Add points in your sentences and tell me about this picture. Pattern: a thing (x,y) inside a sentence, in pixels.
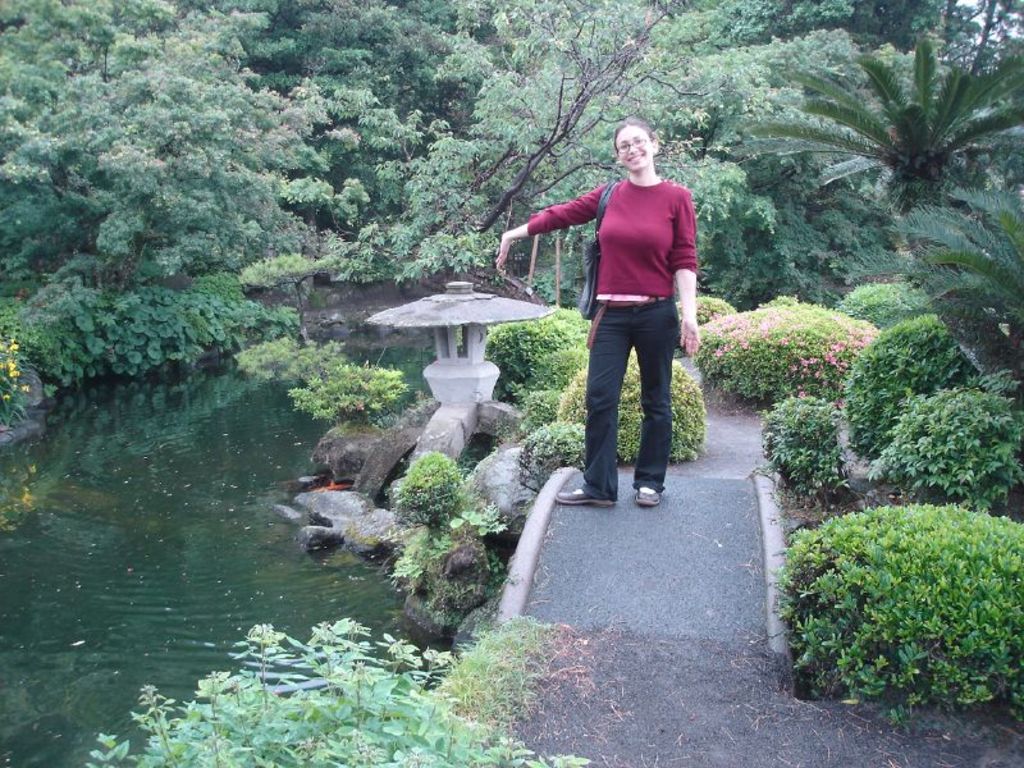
The woman (656,248) in the center of the picture (681,268) wearing a maroon t-shirt (618,270) and black pant (618,400) is standing beside the trees (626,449) and she is smiling. Beside her, we see water (205,492) and this water (203,599) might be in a pond (157,385). There are many trees (709,177) in the background (390,209) and this picture might be clicked in the garden (499,388).
